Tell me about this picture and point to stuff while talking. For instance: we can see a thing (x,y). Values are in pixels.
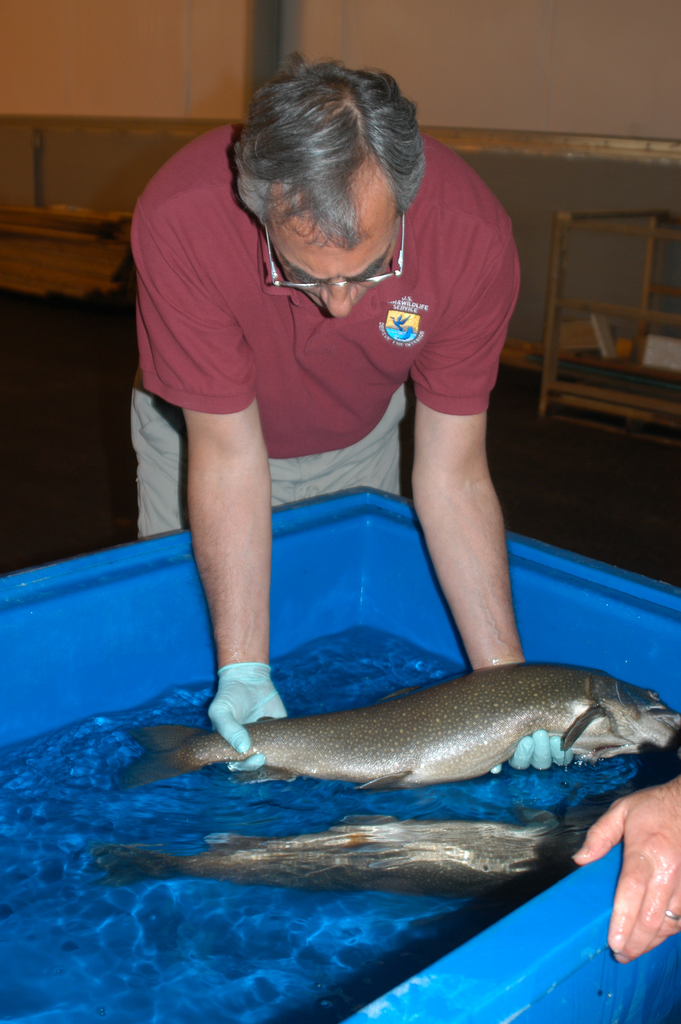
Here in this picture we can see a man (258,305) standing over a place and in front of them we can see a tub (643,989), in which we can see water (338,791) and fishes (277,770) present and we can see the man (266,577) is holding a fish (408,770) in his hand (568,753) and we can see he is wearing gloves (210,712) and spectacles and behind him also we can see somethings (554,289) present over there.
